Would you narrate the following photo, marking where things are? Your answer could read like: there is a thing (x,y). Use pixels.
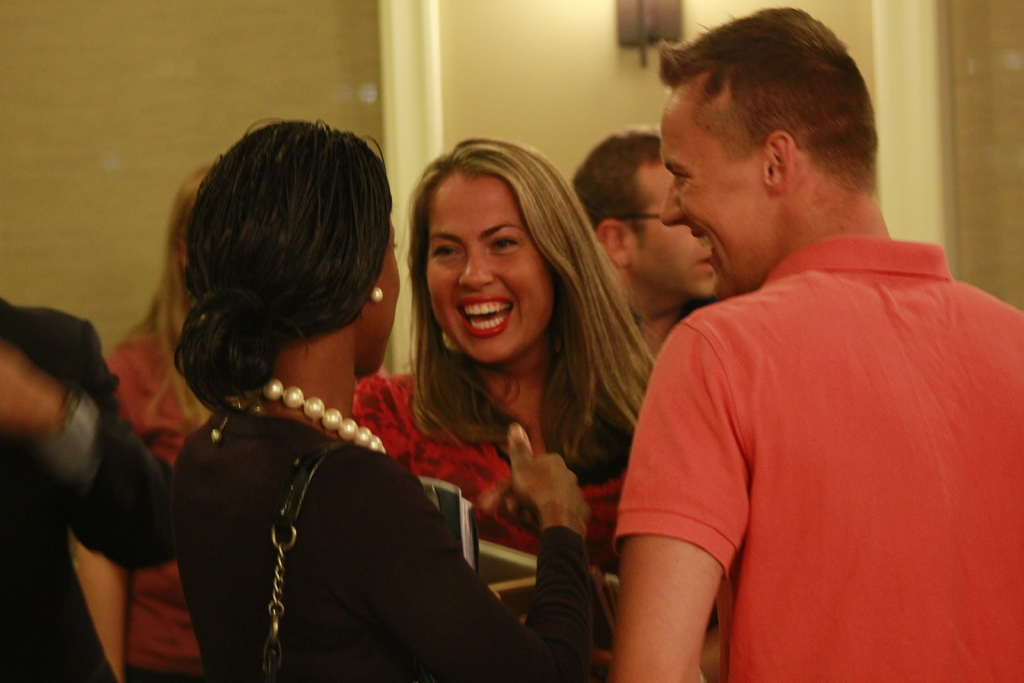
In this image there are group of persons (455,333), there are persons (653,564) truncated towards the bottom of the image (954,483), there is a person (831,445) truncated towards the right of the image (845,334), there is a person (69,354) truncated towards the left of the image (54,331), a person (215,424) is wearing a bag (283,565) and holding an object (460,527), there is an object (635,21) truncated towards the top of the image (626,18), at the background of the image (284,54) there is a wall (215,65) truncated.
